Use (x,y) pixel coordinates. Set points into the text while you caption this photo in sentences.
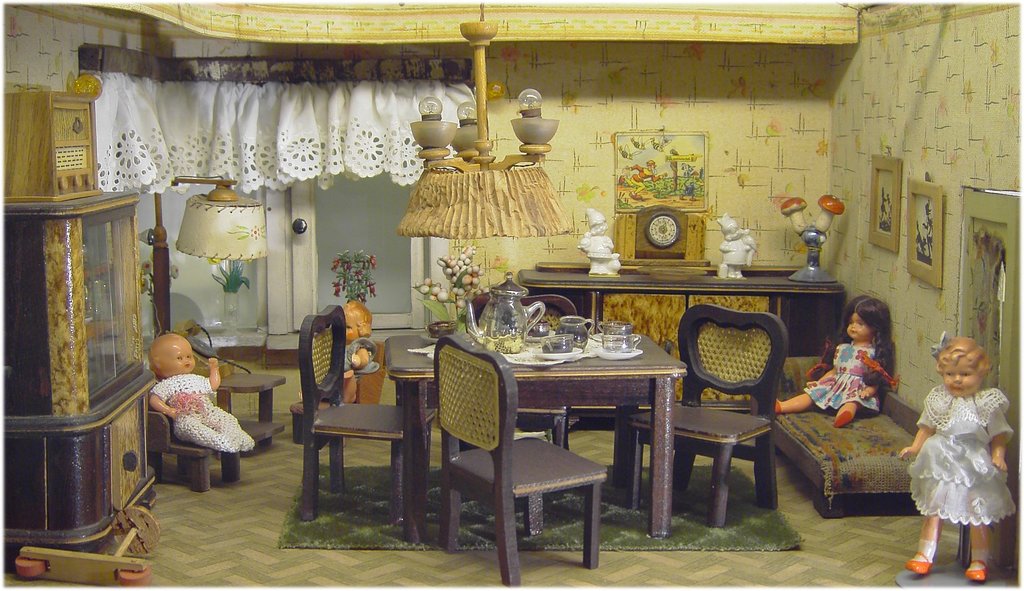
In this image there is a dining table (566,395) with some jars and glasses (614,348) on it, chandelier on the top (474,191), beside that there are some dolls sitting on the couches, and a table (566,281) with some other things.
